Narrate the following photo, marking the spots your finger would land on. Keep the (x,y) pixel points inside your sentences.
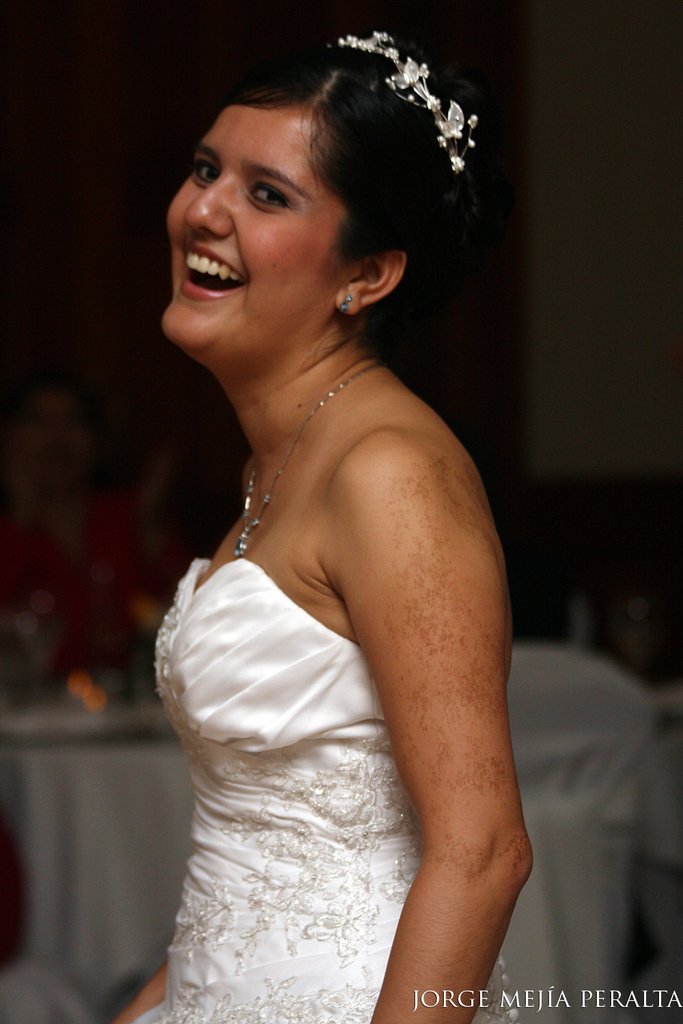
In this picture we can see a woman (294,335) smiling and in the background (614,743) we can see some objects (532,666) and it is dark.
